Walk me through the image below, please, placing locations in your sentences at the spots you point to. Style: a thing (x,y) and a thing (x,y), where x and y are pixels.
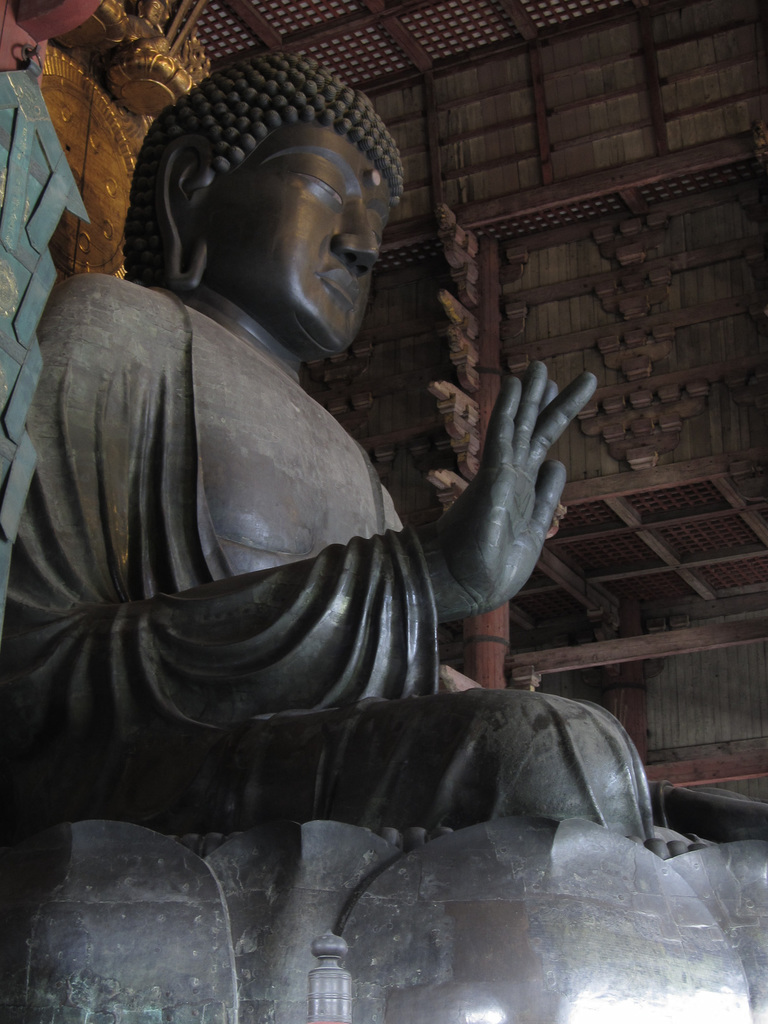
In this image it looks like inside of the building (404,398). And there is a sculpture (398,622). And at the back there is a wooden stick (65,201) with design (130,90).
